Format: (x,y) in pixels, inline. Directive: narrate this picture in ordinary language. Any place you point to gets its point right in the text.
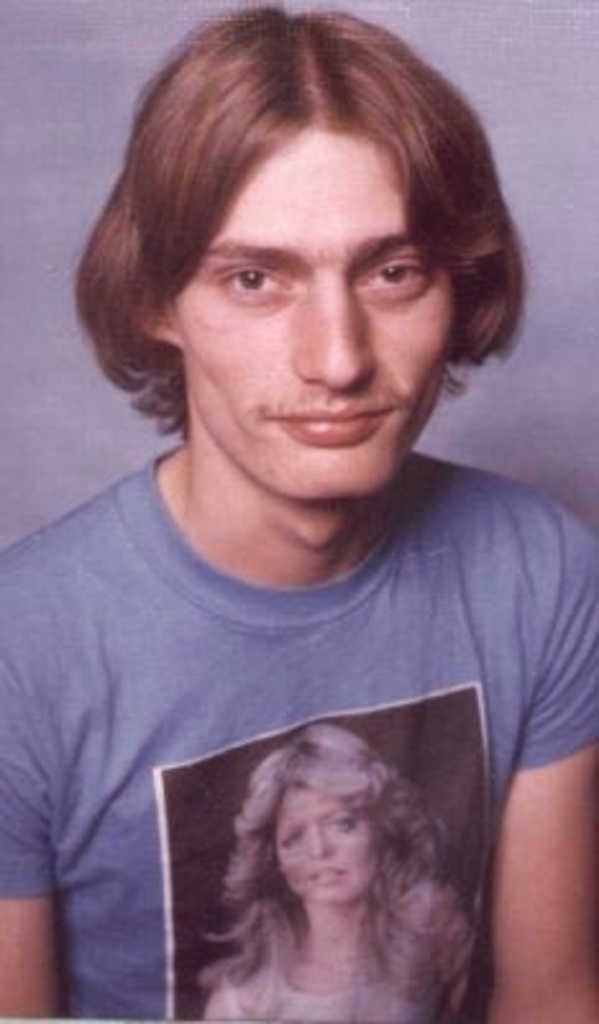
In the picture I can see a man (355,704) is wearing a T-shirt (302,856). On the T-shirt (354,876) I can see a photo (342,891) of a woman (342,891).
